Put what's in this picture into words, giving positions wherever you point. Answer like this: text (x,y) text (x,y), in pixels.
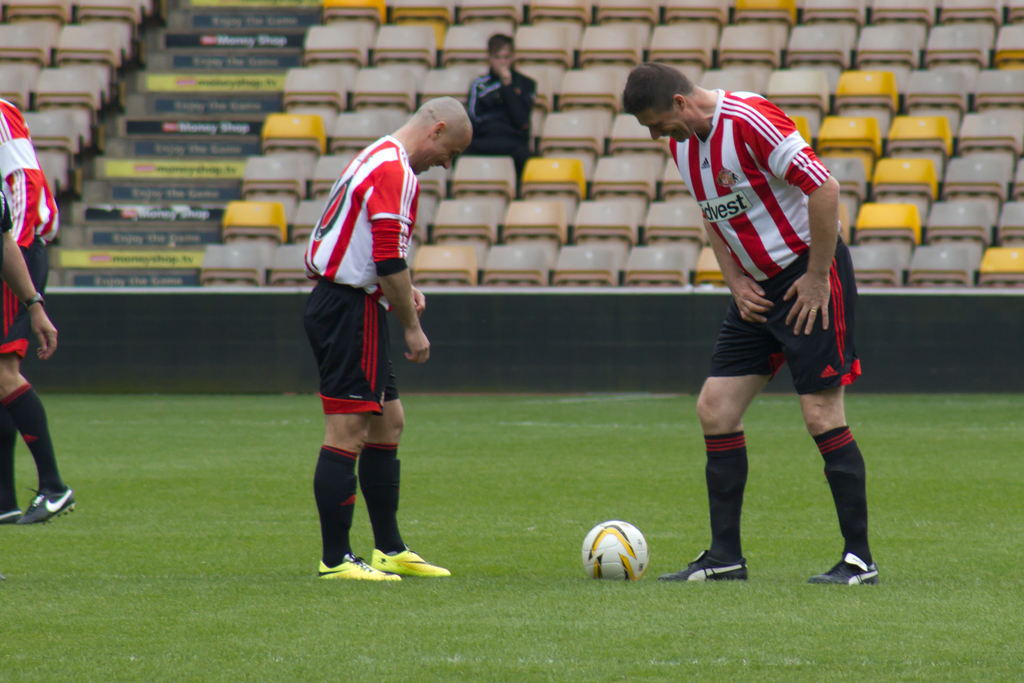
In this image I can see few persons (372,416) wearing red, white and black colored dresses (347,299) are standing and I can see a ball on the ground (613,505). In the background (531,250) I can see number of chairs (672,175) in the stadium (206,110), few stairs (222,127) and a person (498,54) sitting on a chair (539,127).
